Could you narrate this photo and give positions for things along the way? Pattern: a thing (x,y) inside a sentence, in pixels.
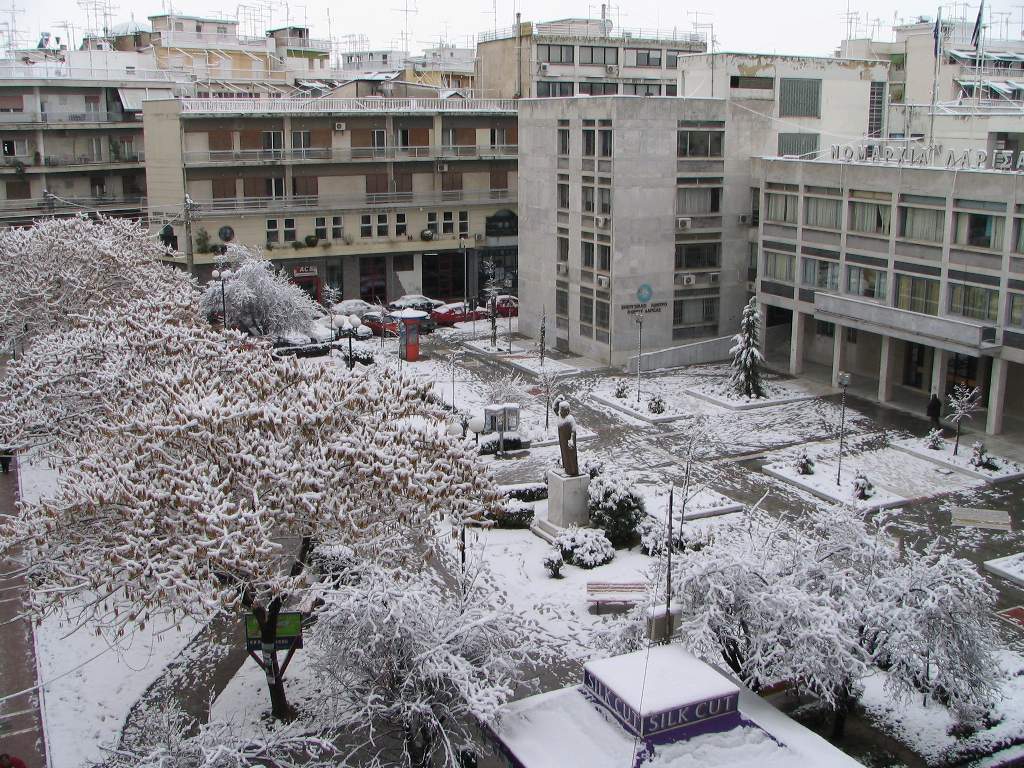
In this image we can see the aerial view of a city (581,305). In the city (388,197) we can see sky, poles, buildings (400,121), grills (350,156), air conditioners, houseplants (298,242), motor vehicles (408,304), trees (390,396), snow (311,656), roads (206,707), statues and bushes (592,499).
